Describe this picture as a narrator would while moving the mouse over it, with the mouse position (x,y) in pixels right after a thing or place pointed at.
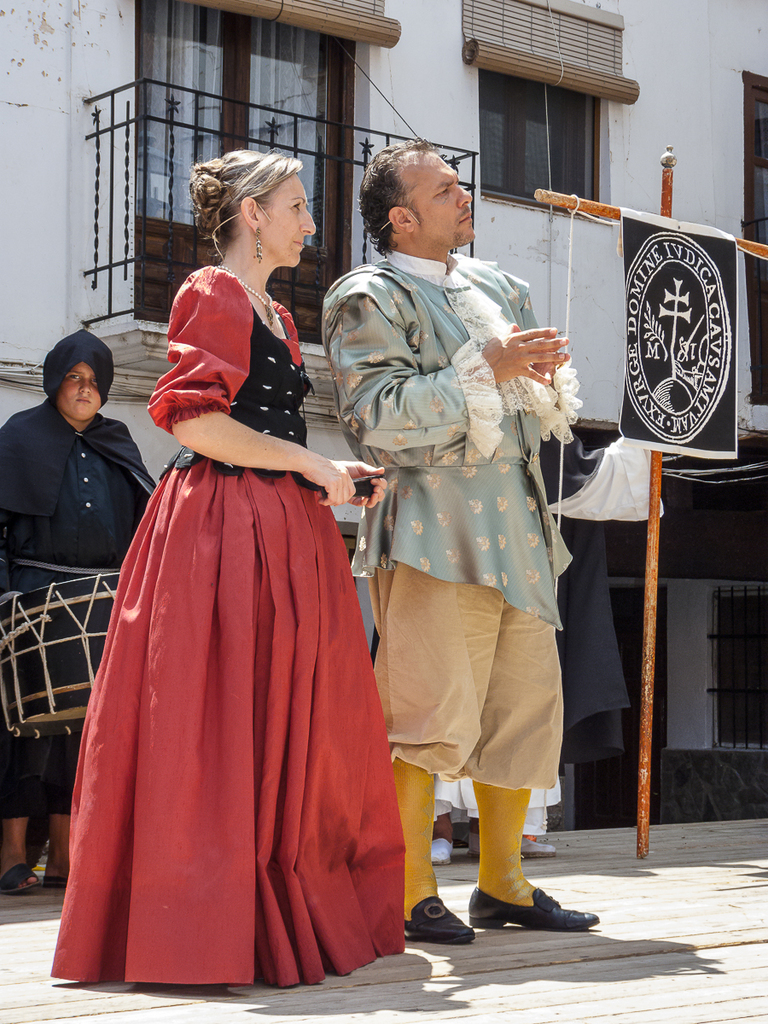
In this picture, we see a man (480,400) and the women (277,229) are standing. They are looking at something. Behind them, we see a man (95,409) in the black dress (112,478) is standing and I think he is playing the drums (36,607). Beside them, we see a pole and a banner (659,414) in black color with some text (711,331) written on it. In the background (266,3), we see a railing (173,240), windows (180,58) and a building (498,225) in white color.
